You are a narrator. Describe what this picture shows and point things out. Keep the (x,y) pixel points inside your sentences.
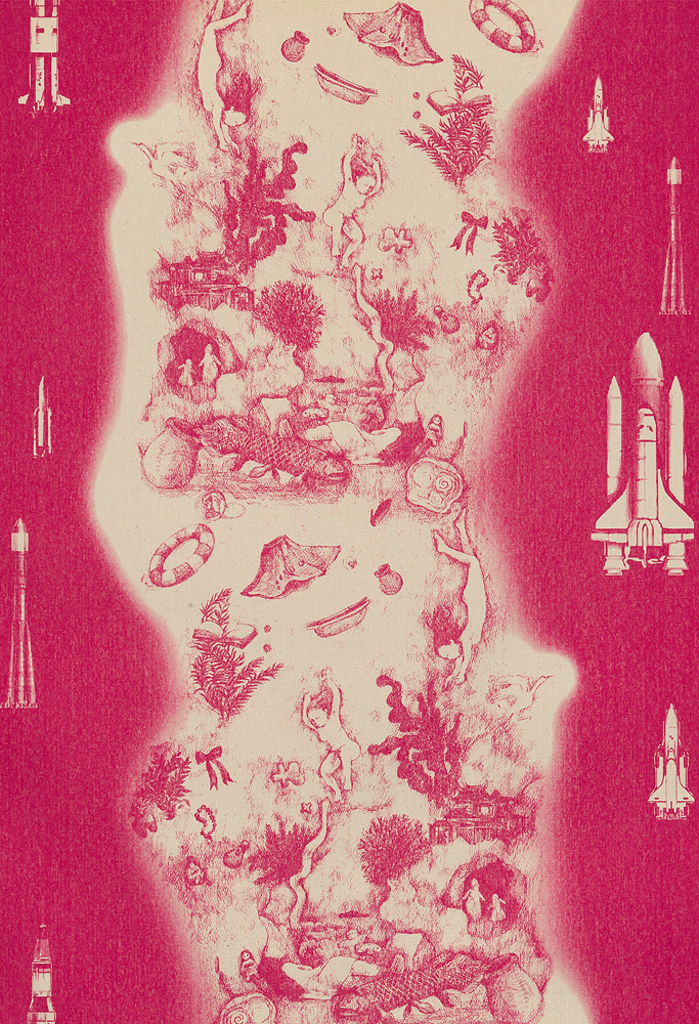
This is an edited picture. In this image there are rockets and there are plants (260,859) and there are people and there are objects (209,812).
